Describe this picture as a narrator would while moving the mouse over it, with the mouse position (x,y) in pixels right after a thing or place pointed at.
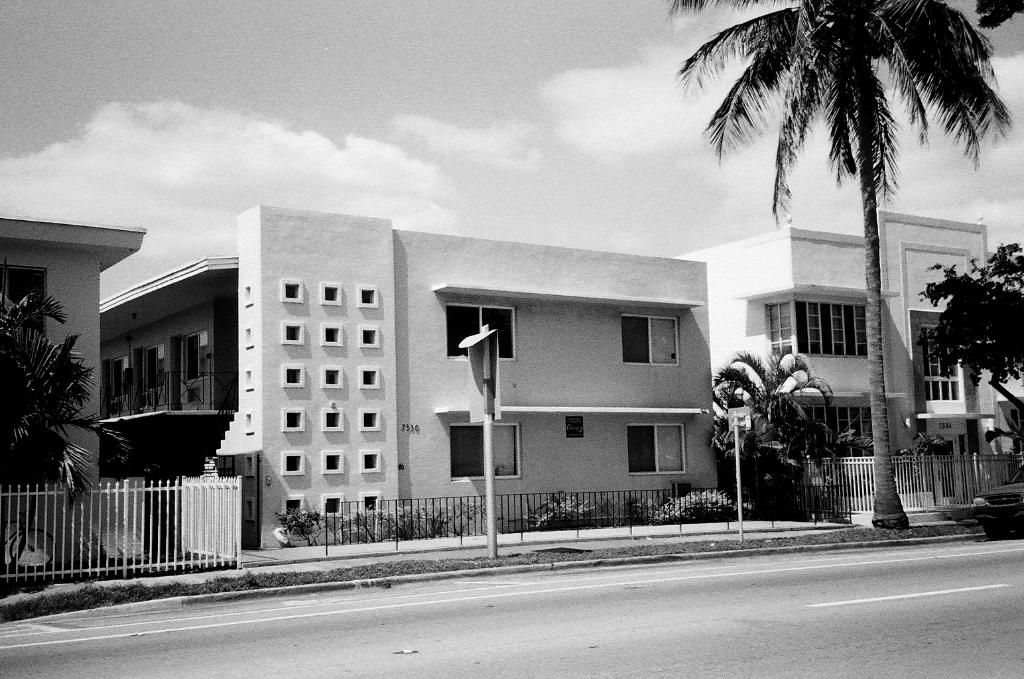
In this image in the center (364,420) there are some buildings (913,409), trees (770,458), poles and a fence (544,501). At the bottom (621,611) there is a road (197,611) and on the right side (1001,491) there is one car (997,505), on the top of the image (431,159) there is sky (479,155).
